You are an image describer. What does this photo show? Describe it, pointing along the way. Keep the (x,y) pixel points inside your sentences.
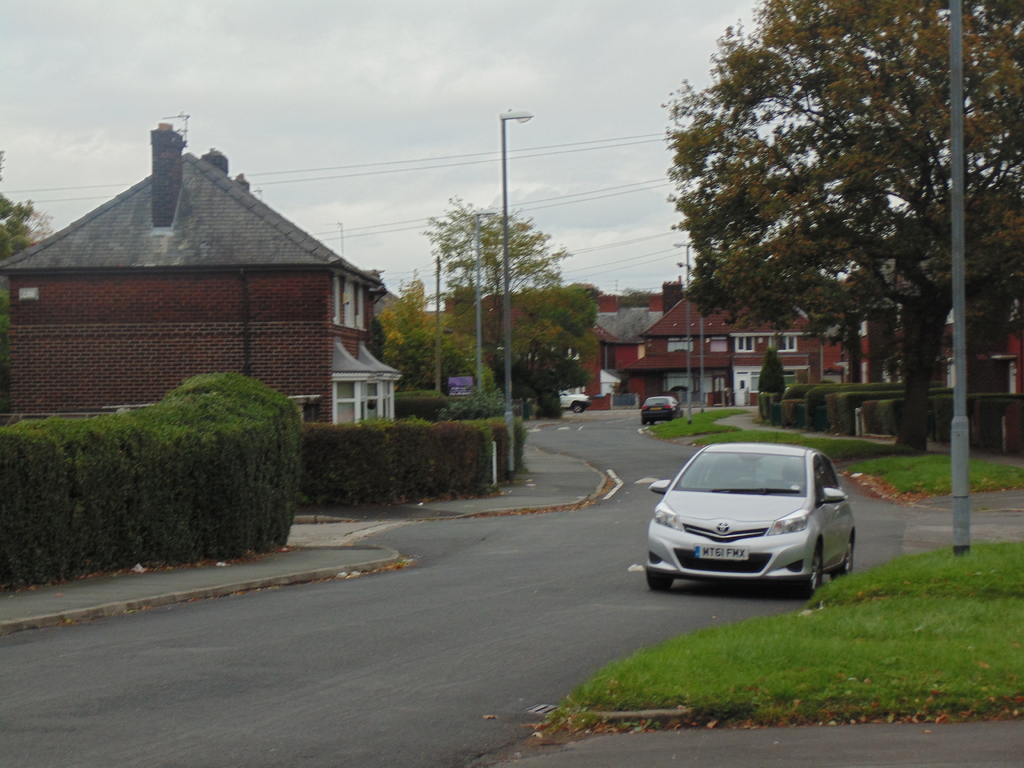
In this image, I can see the cars (662,412) on the road (560,631). On the right side of the image (855,650), It looks like the grass (936,574). These are the trees (491,309) and bushes (415,429), which are beside the road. I can see the buildings (735,335) with the windows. At the top of the image (224,86), I can see the sky (496,104). I think these are the street lights (509,306).
